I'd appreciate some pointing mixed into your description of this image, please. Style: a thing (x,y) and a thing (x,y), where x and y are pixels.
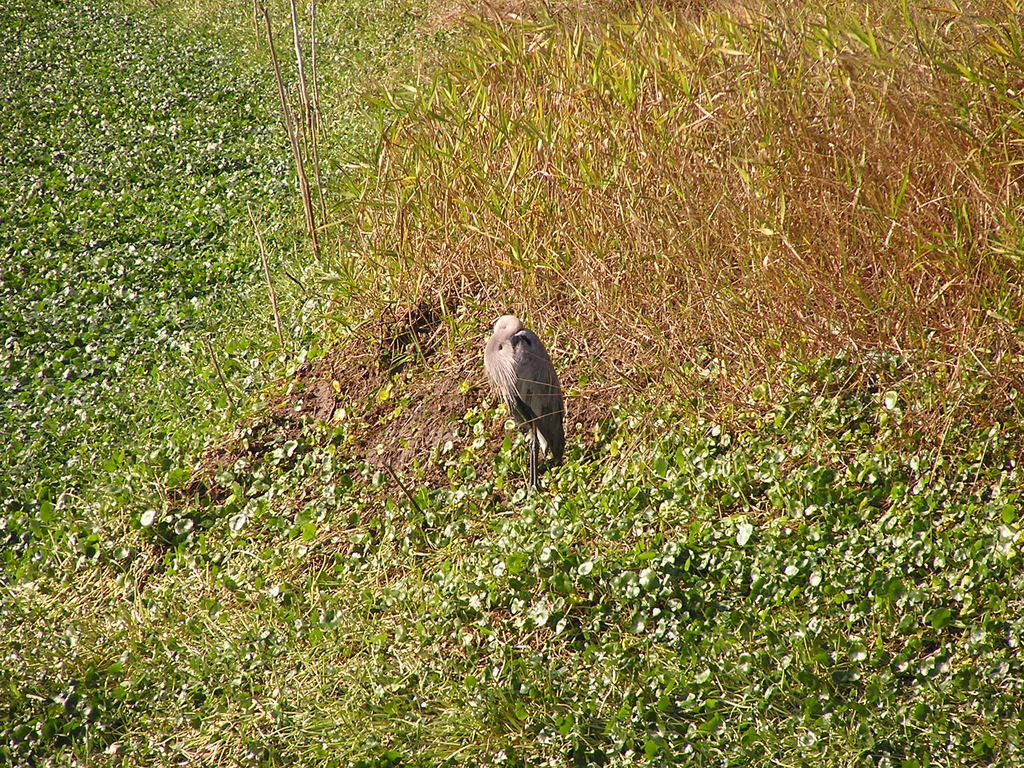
In this picture I can see there is a bird (534,400) standing here and there are leafs (632,564) and plants (388,399) around it. The bird (528,384) has black and grey feathers (533,384).
